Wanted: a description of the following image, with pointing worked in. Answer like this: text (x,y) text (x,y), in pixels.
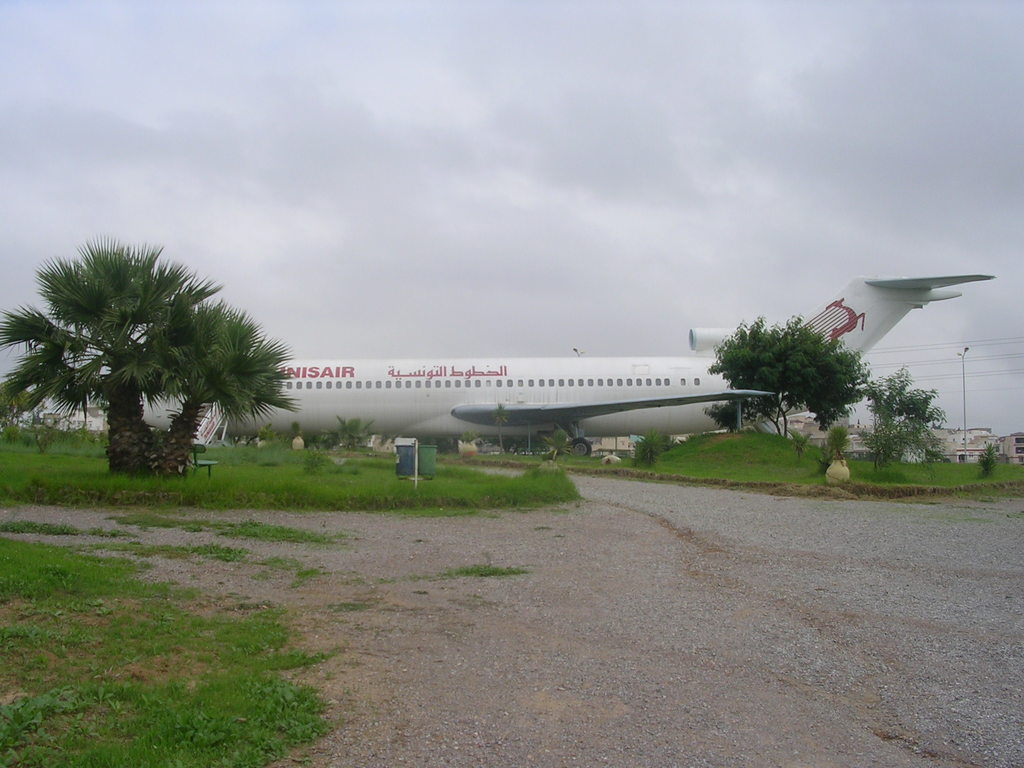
In this image I can see an aeroplane (639,366). Also there are trees (178,390), buildings (855,438), pole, cables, grass (366,474), bench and some other objects (426,467) on the ground (388,456). And in the background (500,169) there is sky (500,158).
